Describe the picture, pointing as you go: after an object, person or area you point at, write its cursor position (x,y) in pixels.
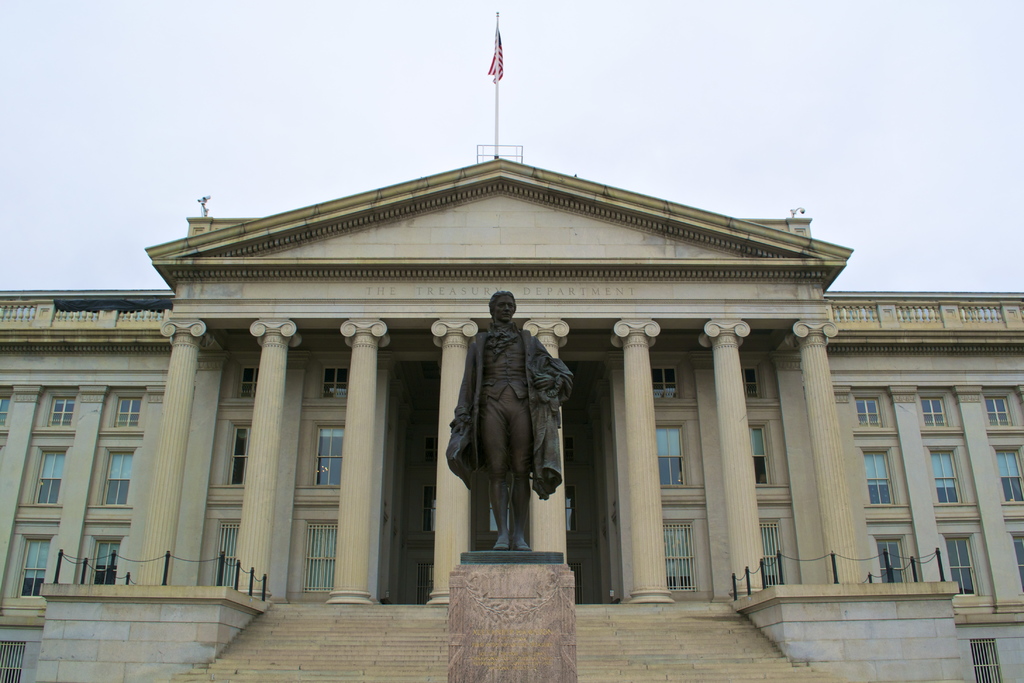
In this image there is a statue (493,480) in the middle (532,397). Behind the statue (495,368) there is a palace (337,299). At the top of the palace (635,246) there is a flag (503,63). At the top (232,89) there is the sky (173,82).
